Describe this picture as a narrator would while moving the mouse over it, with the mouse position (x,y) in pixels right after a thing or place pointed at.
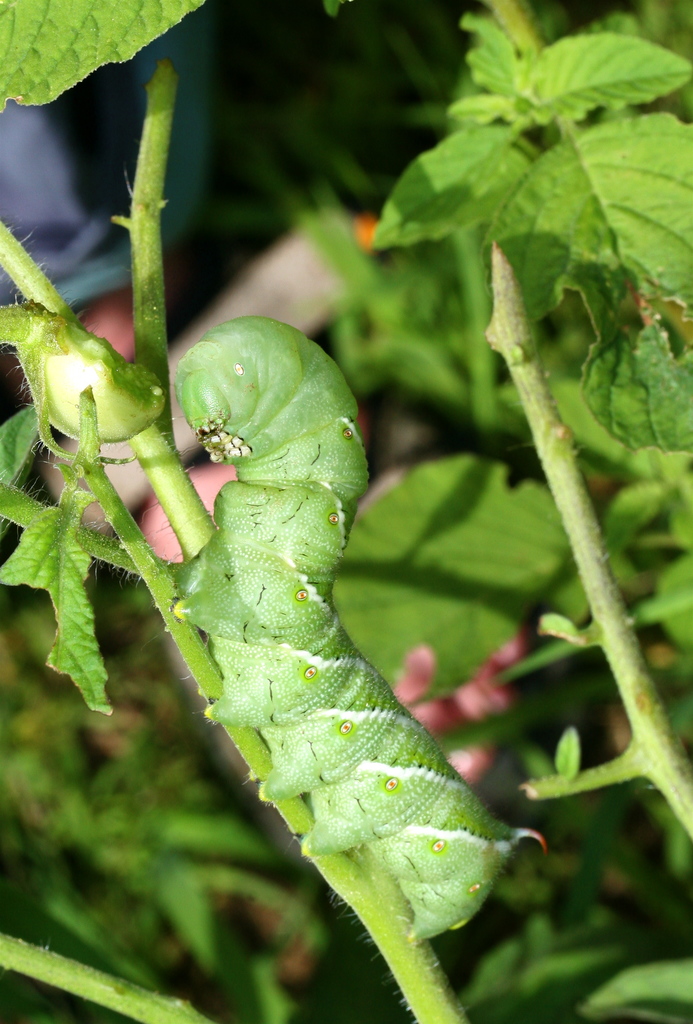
In the foreground of the picture (384,900) there is a plant (91,996), we can see leaves (688,440) and stem (255,771). On the stem (436,996) there is a caterpillar (325,768). In the background (354,98) it is blurred.
